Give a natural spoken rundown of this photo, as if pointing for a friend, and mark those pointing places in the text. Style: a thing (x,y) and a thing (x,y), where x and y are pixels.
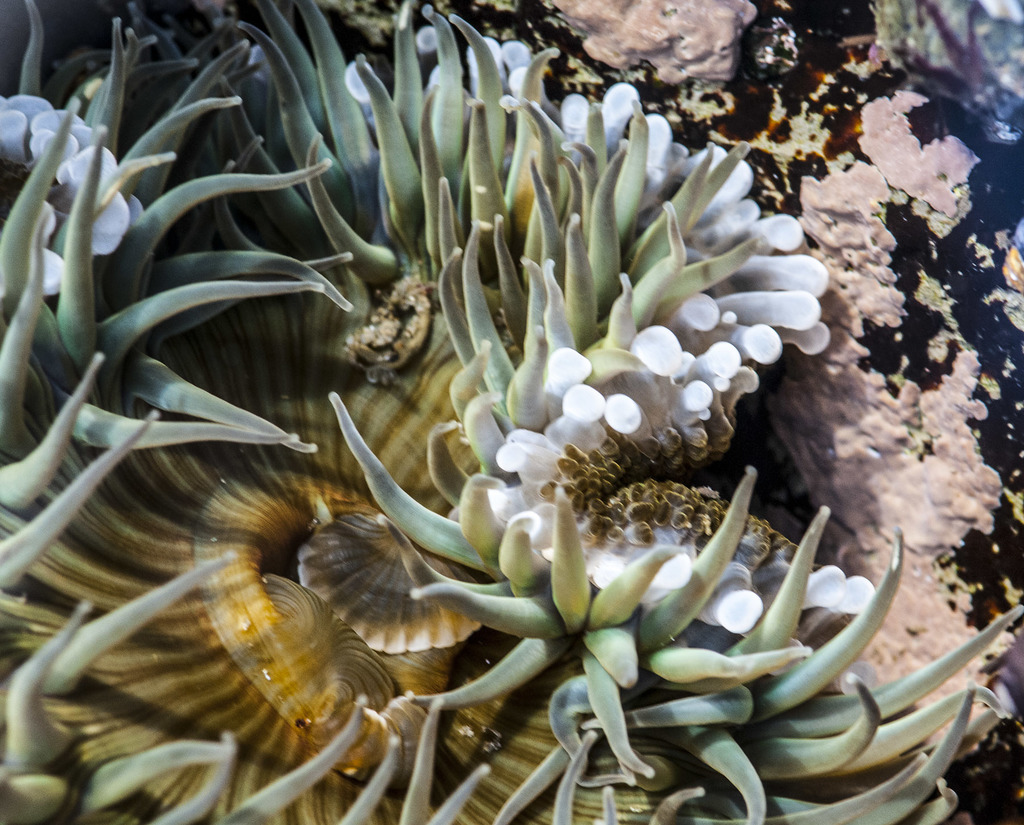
This is the zoom-in picture of the aquatic animals (628,303).
